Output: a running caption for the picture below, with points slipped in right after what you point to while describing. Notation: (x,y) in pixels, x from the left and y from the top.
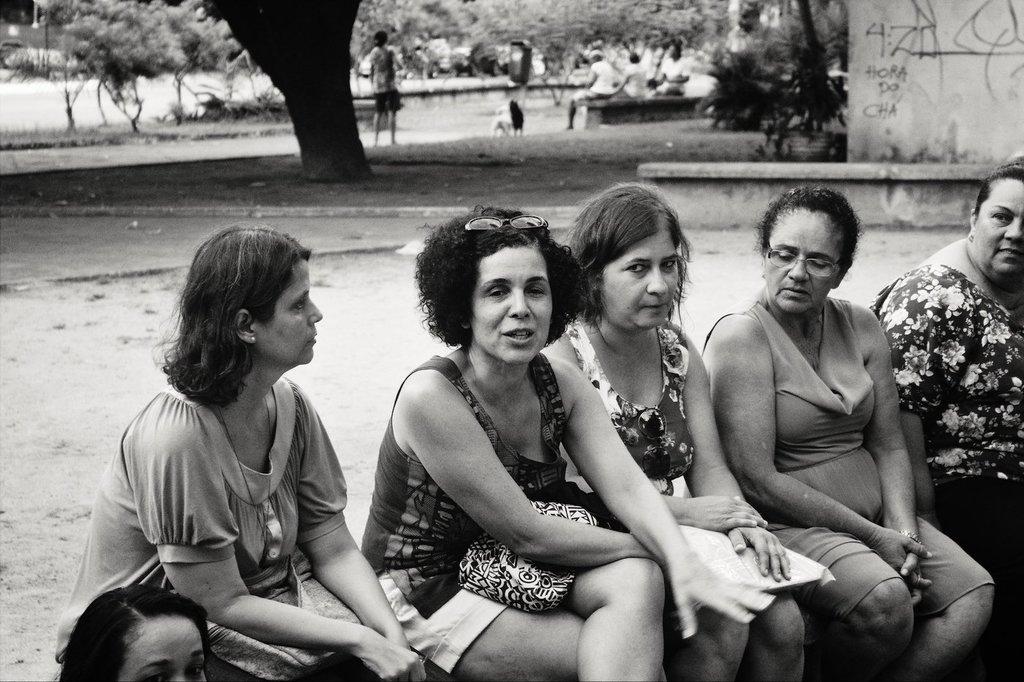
This is a black and white picture. In the background (680,16) we can see the trees (248,9), people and a dog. On the right side of the picture (916,36) we can see there is something written on the wall (1020,89). At the bottom portion of the picture (748,462) we can see women (995,373) are sitting.
